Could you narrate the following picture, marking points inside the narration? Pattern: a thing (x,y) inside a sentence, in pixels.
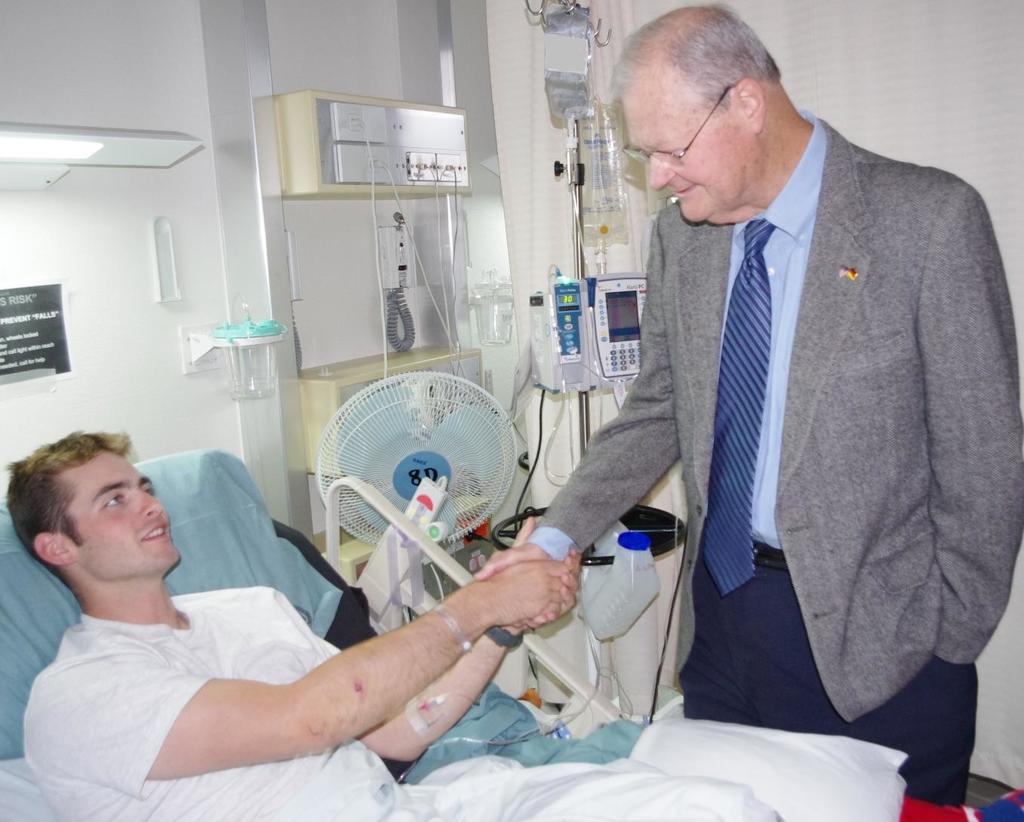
In this image, we can see a person (194,637) on the bed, we can see a man (877,429) standing and shaking hand (478,605), we can see some hospital objects (399,484) and there is a wall (163,210).
